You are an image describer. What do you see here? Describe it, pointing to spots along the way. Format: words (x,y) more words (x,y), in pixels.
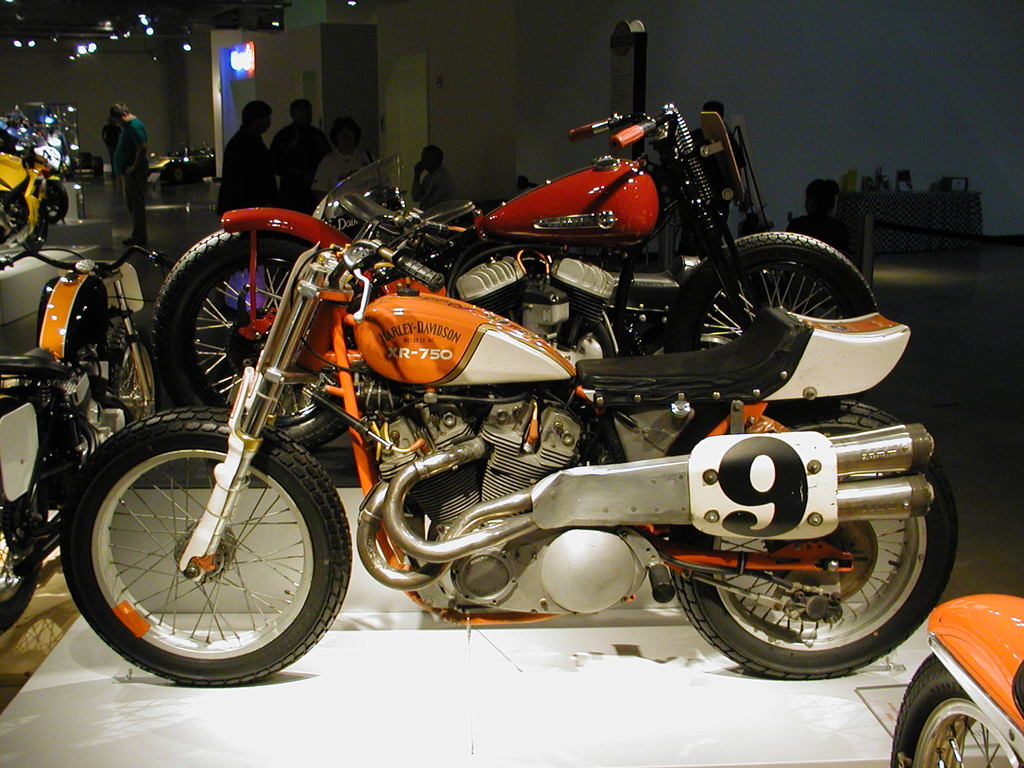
In this image there are bikes (459,403). Behind the bikes (315,216) there are few people (292,177). On top of the image (16,45) there are lights (113,34). In the background of the image (477,120) there is a wall (841,37). At the bottom of the image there is a floor (947,374). On the right side of the image (913,238) there is a table (883,225) and on top of the table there are few objects (906,176).
